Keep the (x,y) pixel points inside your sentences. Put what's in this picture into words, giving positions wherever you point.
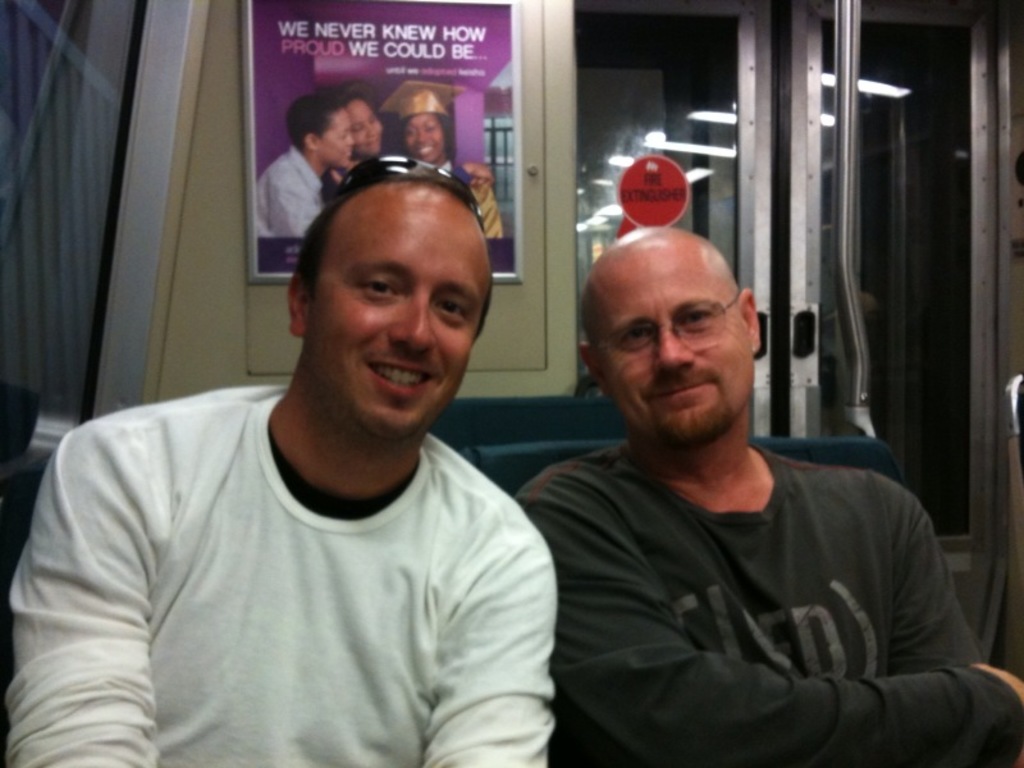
In this image, we can see two men (290,642) sitting and in the background (277,51), we can see a poster (271,92) and a glass door (685,167).
